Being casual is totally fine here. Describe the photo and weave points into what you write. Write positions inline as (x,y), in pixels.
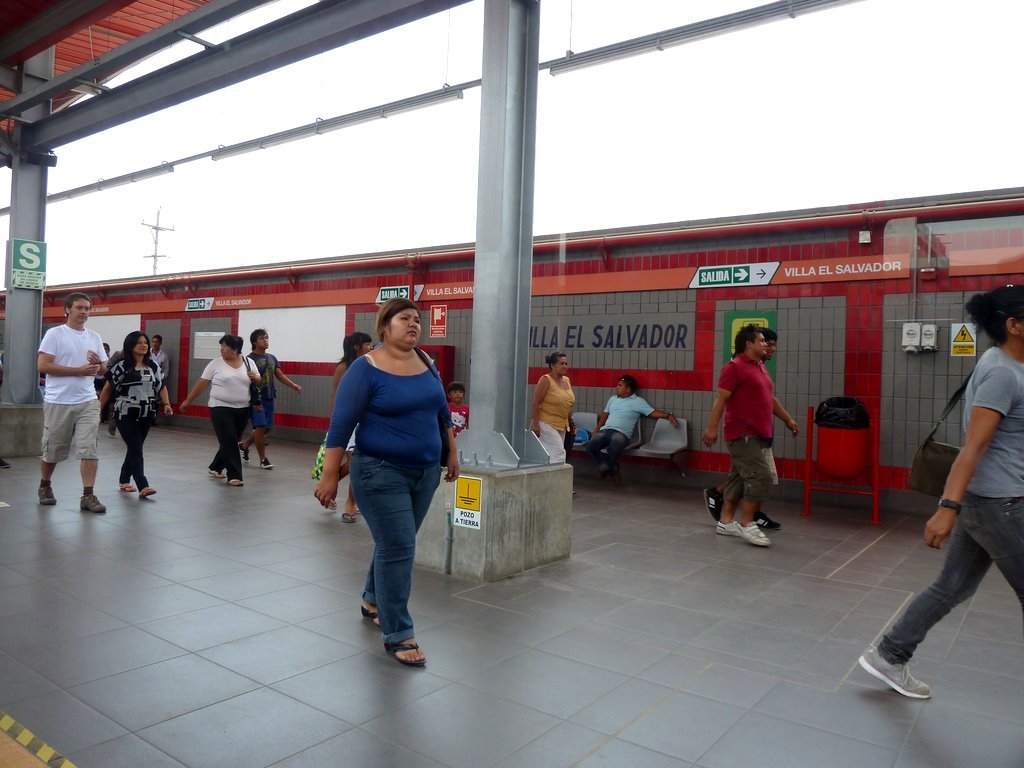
In the middle (416,403) a woman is walking on the floor (504,586) she wore a blue color t-shirt (426,426), In the right side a man (628,426) is sitting on the chair (583,416). Few other persons (347,337) are walking on this floor (280,578).
